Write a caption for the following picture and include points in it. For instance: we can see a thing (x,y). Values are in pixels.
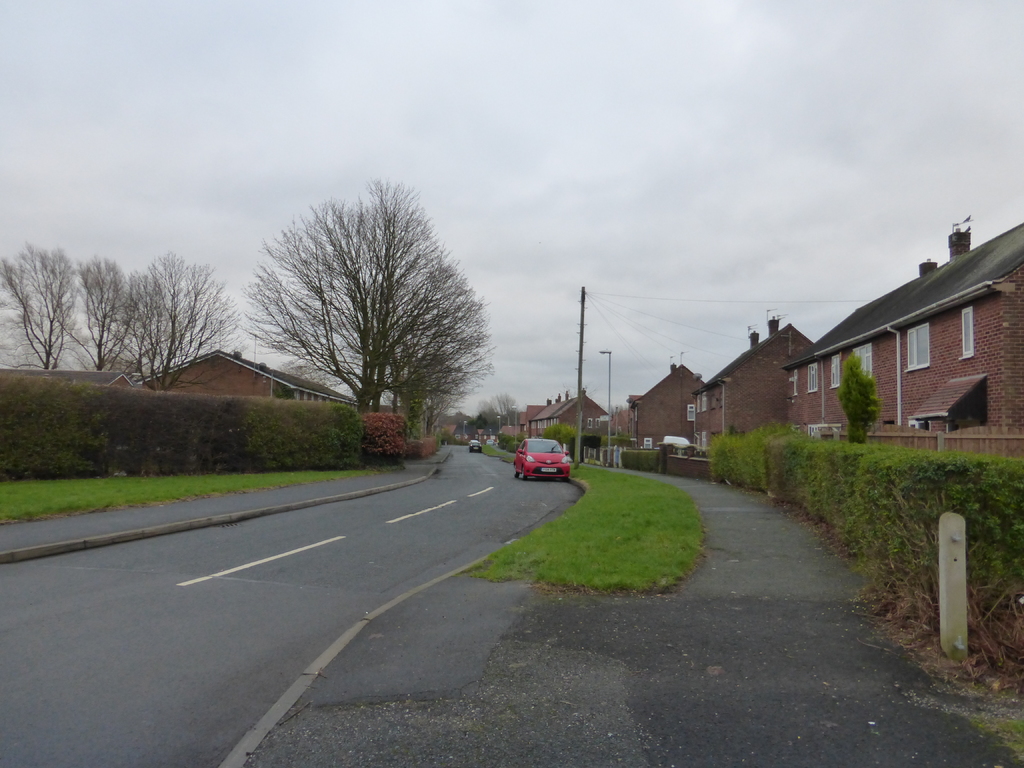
In the center of the image (546,485) there is a road (554,499) and we can see cars (563,474) on the road (502,477). In the background (214,346) there are houses (572,425) and trees (408,394). On the left (80,463) there is a hedge (212,464). In the background (490,284) there is sky (559,267) and a pole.
